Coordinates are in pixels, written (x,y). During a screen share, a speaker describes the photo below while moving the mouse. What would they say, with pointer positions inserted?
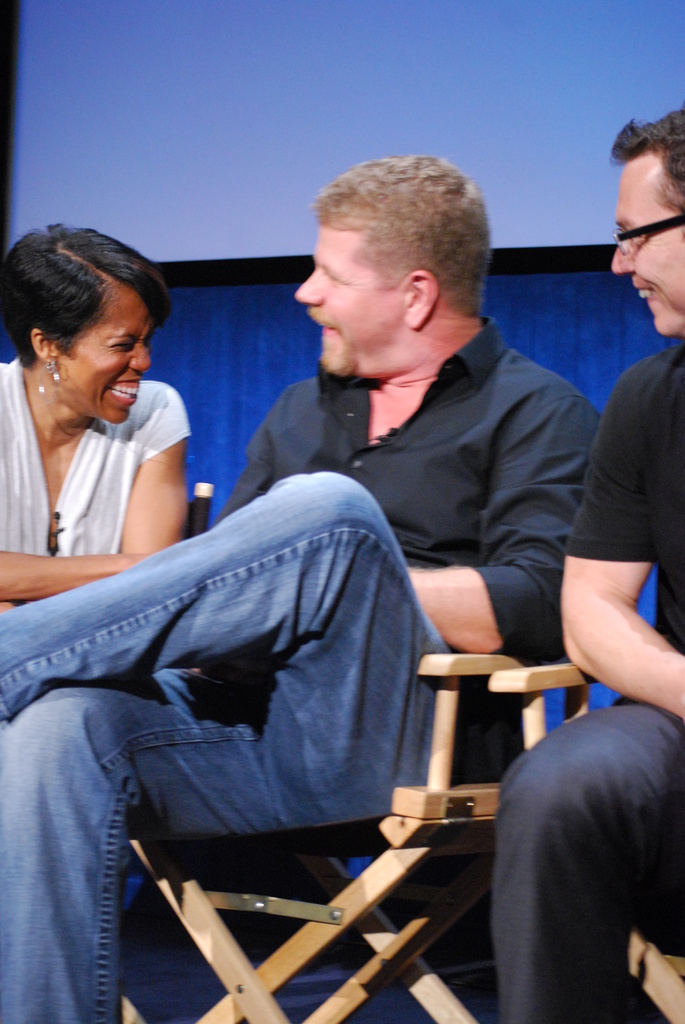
This picture might be taken inside the room (632,296). In this picture, On the right side (640,568), we can see a man (681,538) wearing a black color t shirt (681,538) is sitting on the chair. On the left side (225,535), we can see a man (431,441) wearing a black color shirt (437,476) is sitting on the chair (392,799). On the left side (119,386), we can see a woman (98,427) sitting on the chair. In the background (285,100), we can see a screen (538,138) and a blue color curtain (604,355).
